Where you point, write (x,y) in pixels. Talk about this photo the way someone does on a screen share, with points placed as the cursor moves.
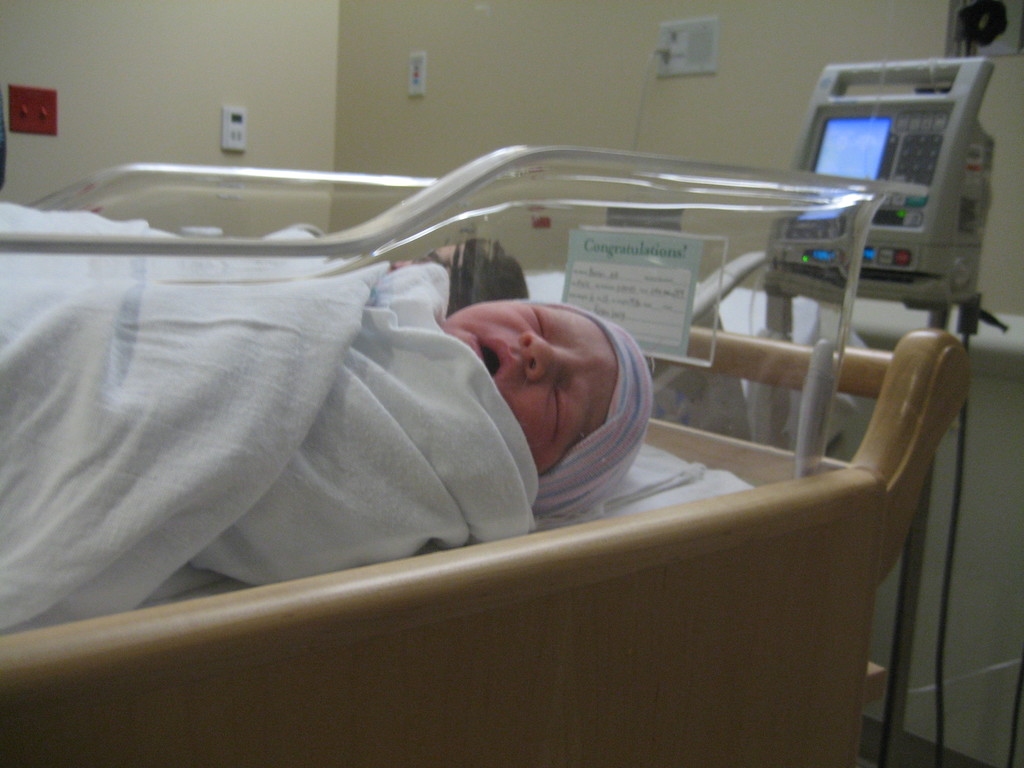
In this image, I can see a baby (371,457) sleeping in an incubator crib (651,571). This looks like a machine (913,176) with the screen (880,124). This is a socket (708,60), which is attached to the wall (743,47).
